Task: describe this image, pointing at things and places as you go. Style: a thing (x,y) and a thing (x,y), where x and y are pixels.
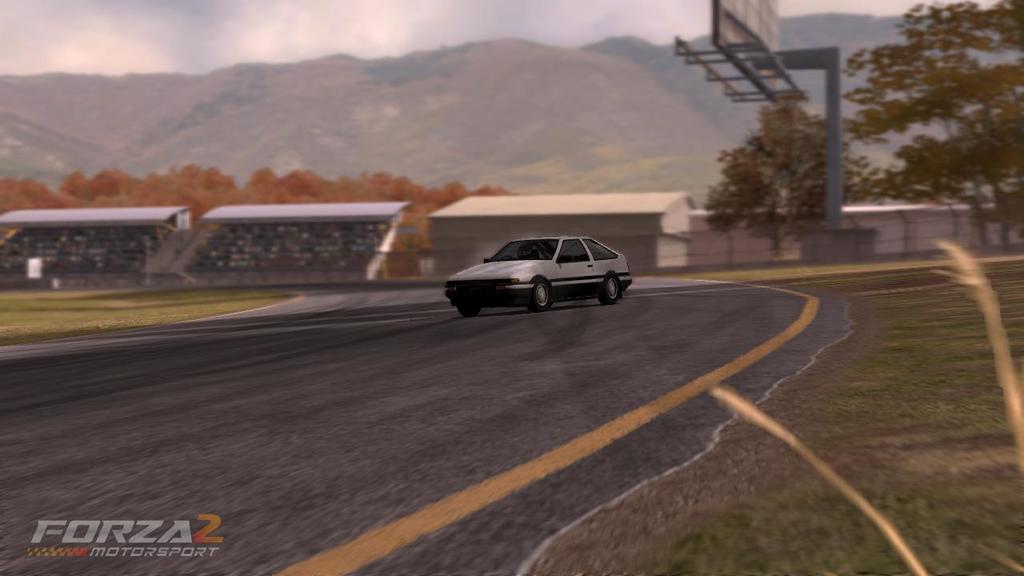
This image is an edited image. At the bottom of the image (492,478) there is a road (87,390). At the top of the image (91,24) there is a sky (425,7) with clouds (594,15). In the middle of the image (588,272) a car (577,241) is moving on the road (567,322) and there are a few houses (604,227), trees (821,213) and there is a billboard structure (772,66). In the background (842,84) there are a few hills (180,126).
